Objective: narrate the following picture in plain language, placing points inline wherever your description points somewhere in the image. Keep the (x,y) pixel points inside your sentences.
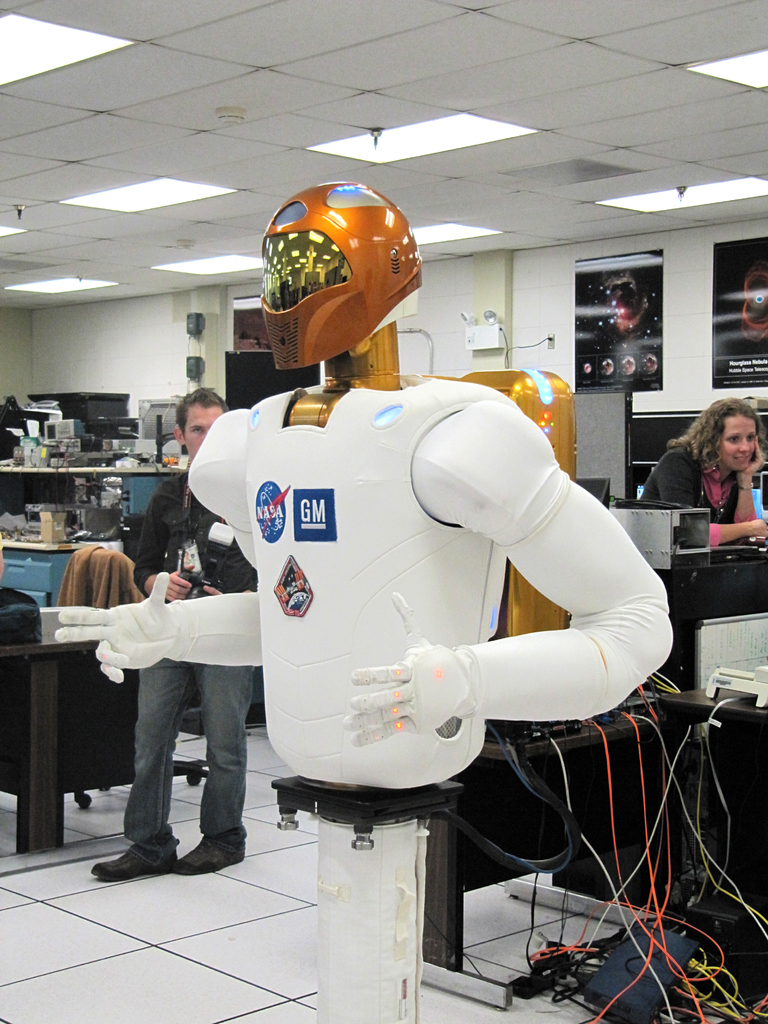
In this image we can see a robot (269,617) on a stand (402,797). We can also see wires (685,1013), some people (229,588), devices (164,414) and wires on the tables (127,728), frames (757,371) on a wall (453,270) and a roof (428,100) with some ceiling lights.
